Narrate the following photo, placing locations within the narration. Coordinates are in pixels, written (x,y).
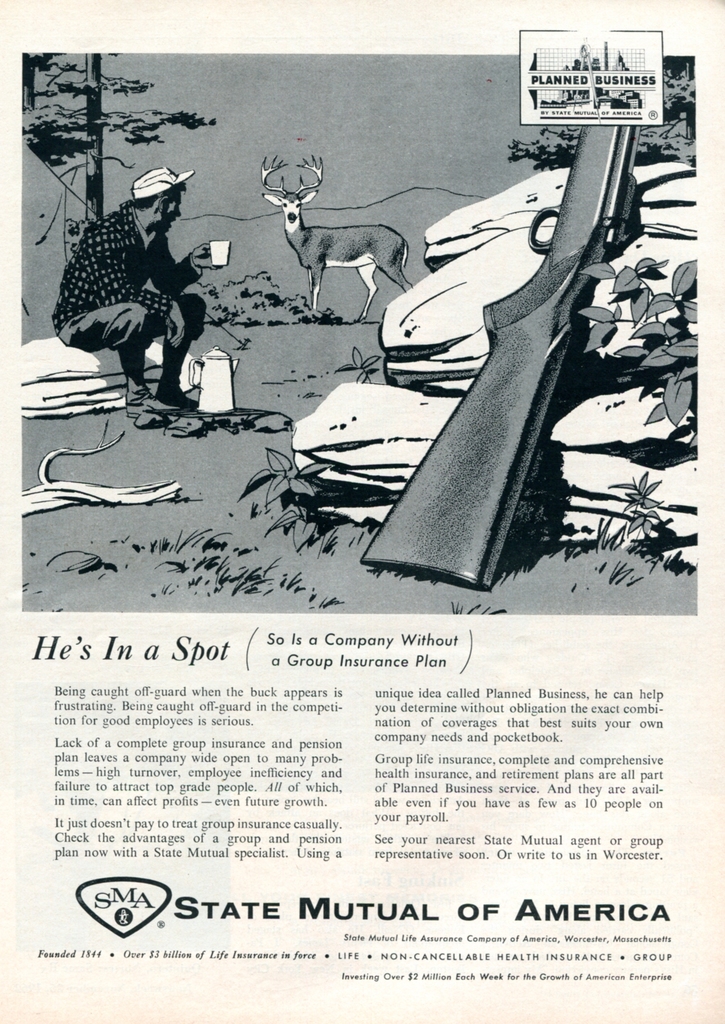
In this picture there is a poster (268,413). At the top of the poster (294,209) I can see the person (82,263) who is sitting on the stone (23,386) and he is holding a teacup (215,265). Besides him there is a deer (301,233). In the back (671,142) I can see the trees (31,83). On the right (591,180) there is a gun (438,506) which is kept on the stone (594,301). At the bottom (419,823) I can see the article (386,815).
